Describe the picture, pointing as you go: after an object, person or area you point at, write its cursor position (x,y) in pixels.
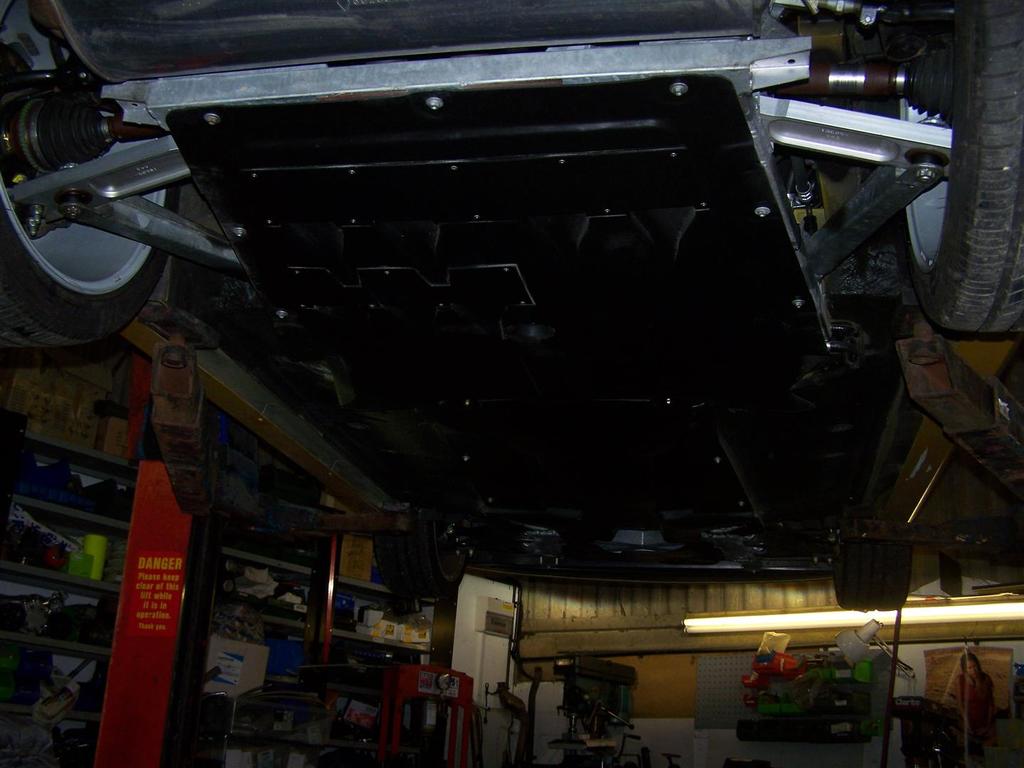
In this image in front (274,195) there is a car (490,160). On the left side of the image (245,686) there are a few objects (221,649) on the rack (92,459). In the background of the image (937,614) there is a tube light (982,608) and there are a few objects (976,674).
